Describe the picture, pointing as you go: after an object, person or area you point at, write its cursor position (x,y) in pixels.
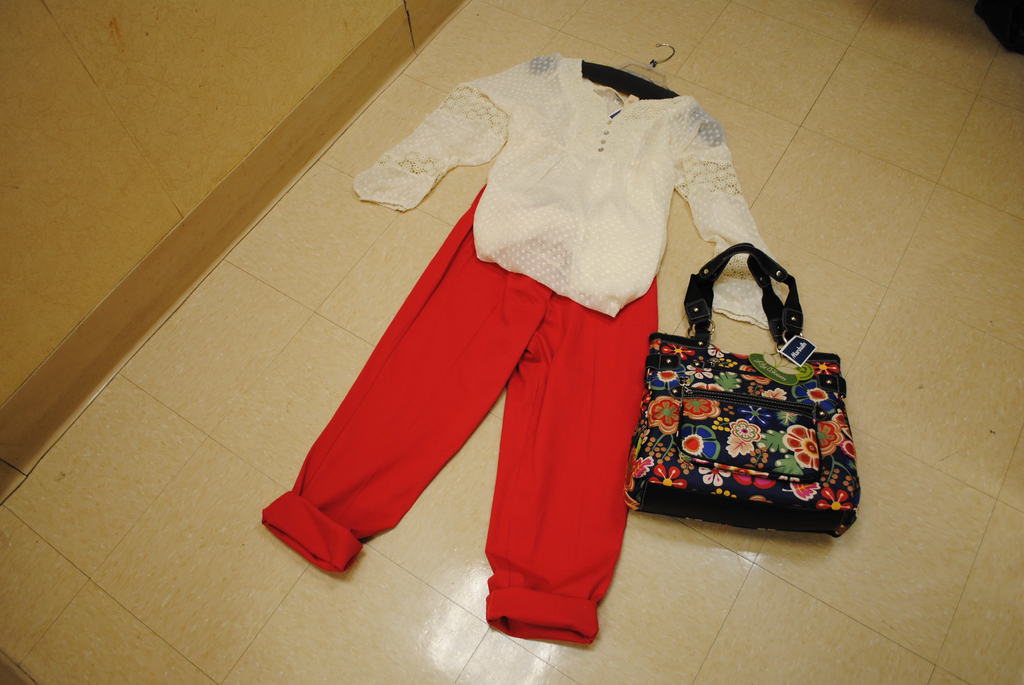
In this image on the floor (258,335) there is one dress (524,387) beside that dress (509,367) there is one hand bag (772,413), and on the left side (100,152) there is a wall (121,185).
